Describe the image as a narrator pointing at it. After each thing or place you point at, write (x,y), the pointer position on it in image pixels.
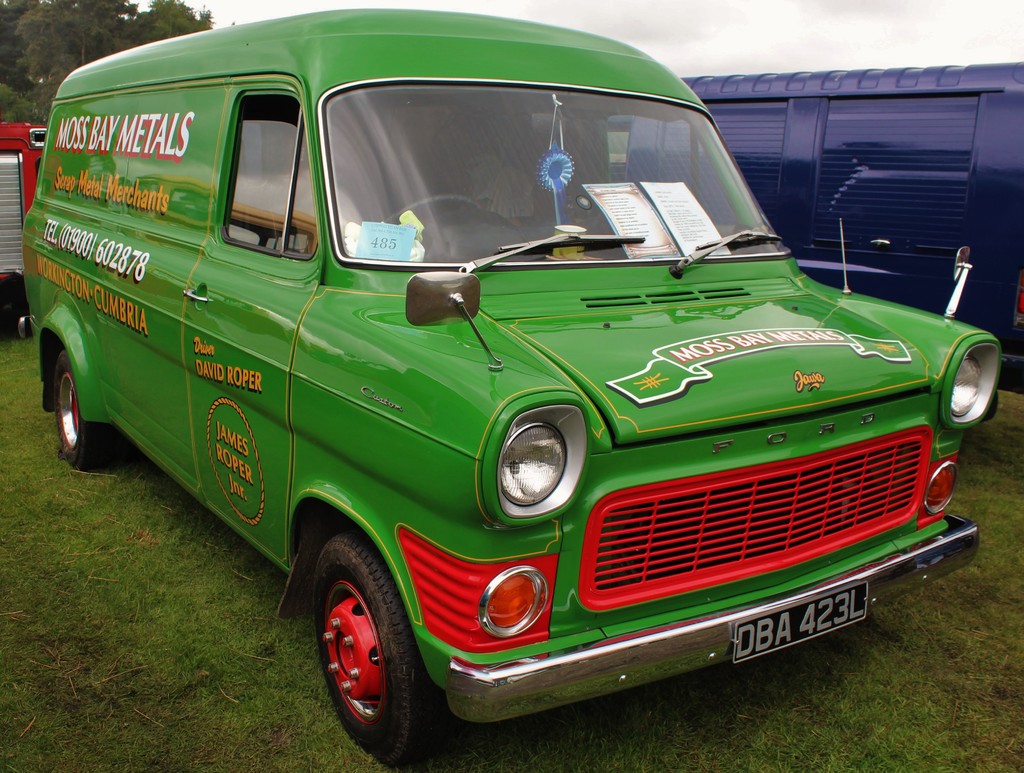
In this image we can see the vehicles (997,88). We can also see the text (149,137) on the green color vehicle (466,385) which is parked on the grass (74,665). In the background (32,61) we can see the trees (18,68) and also the cloudy sky (916,24).
